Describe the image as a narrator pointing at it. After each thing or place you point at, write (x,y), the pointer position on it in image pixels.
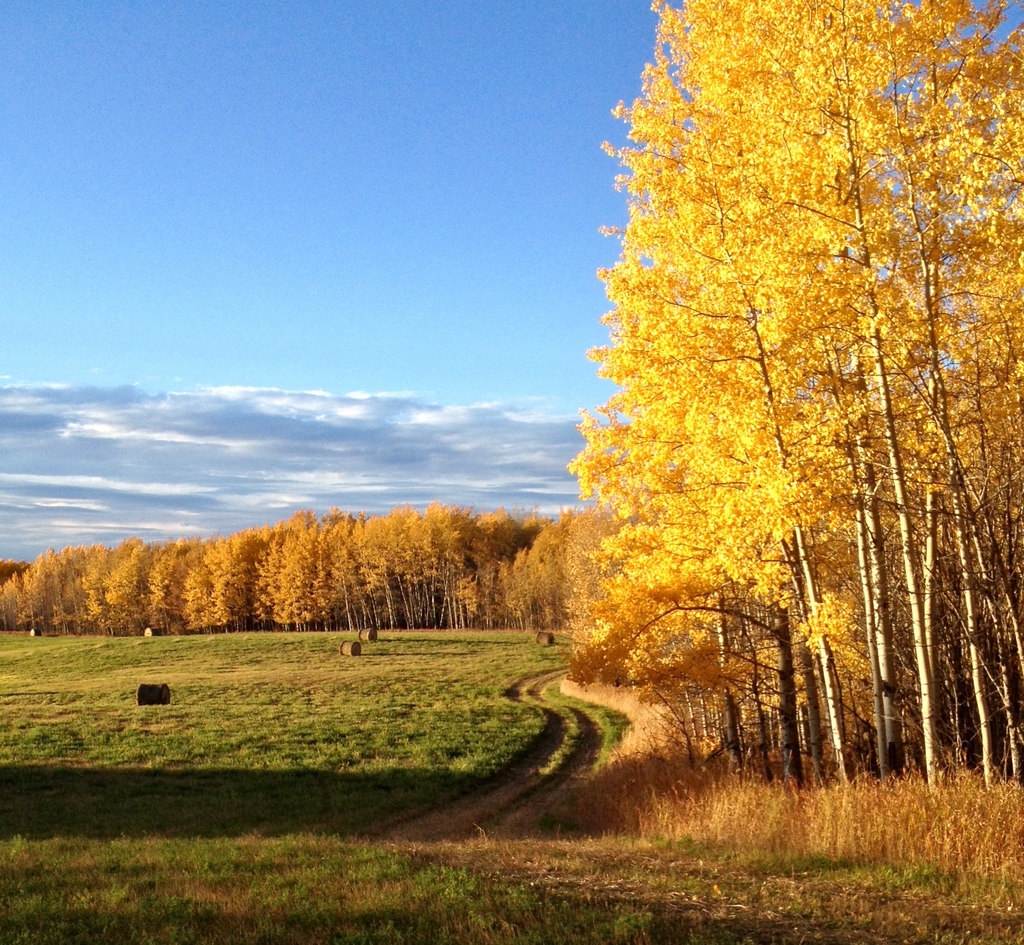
In this image at the bottom (441,924) we can see grass (150,648) on the ground (150,648) and on the right side (800,599) there are trees (755,360) on the ground (79,648). In the background (164,621) there are objects (152,699) on the grass (279,686) on the ground (279,686), trees (372,546) and clouds (46,458) in the sky (363,291).
